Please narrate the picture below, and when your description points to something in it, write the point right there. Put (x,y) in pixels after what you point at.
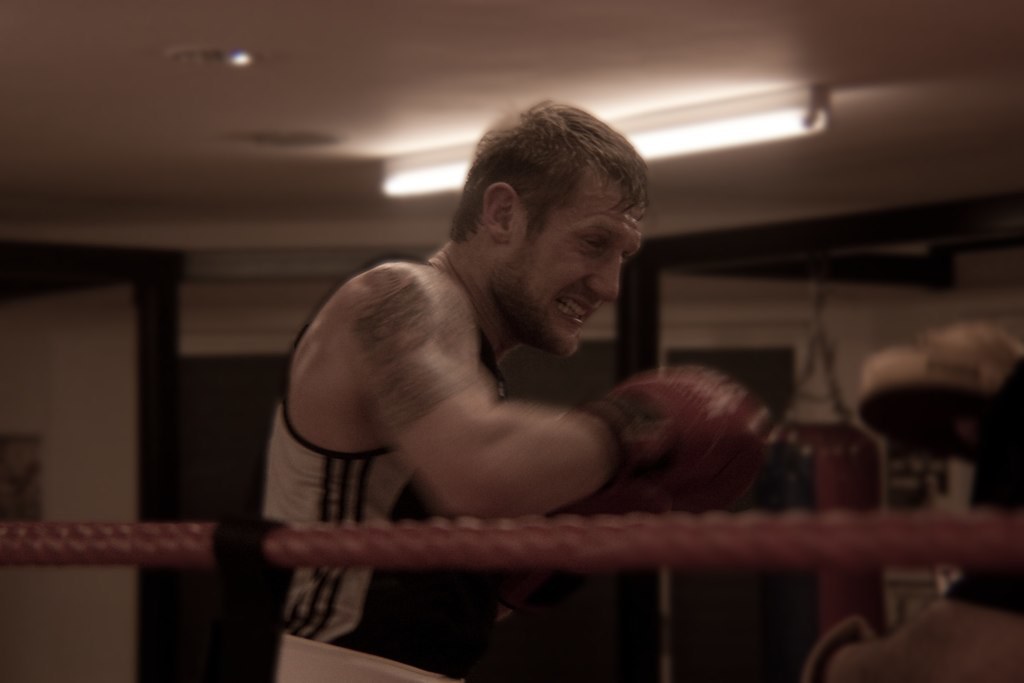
In this picture I can see in the middle (396,297) a man (404,483) is boxing, at the bottom (503,552) there is a rope (558,564). At the top (672,156) there is a light (643,158).
